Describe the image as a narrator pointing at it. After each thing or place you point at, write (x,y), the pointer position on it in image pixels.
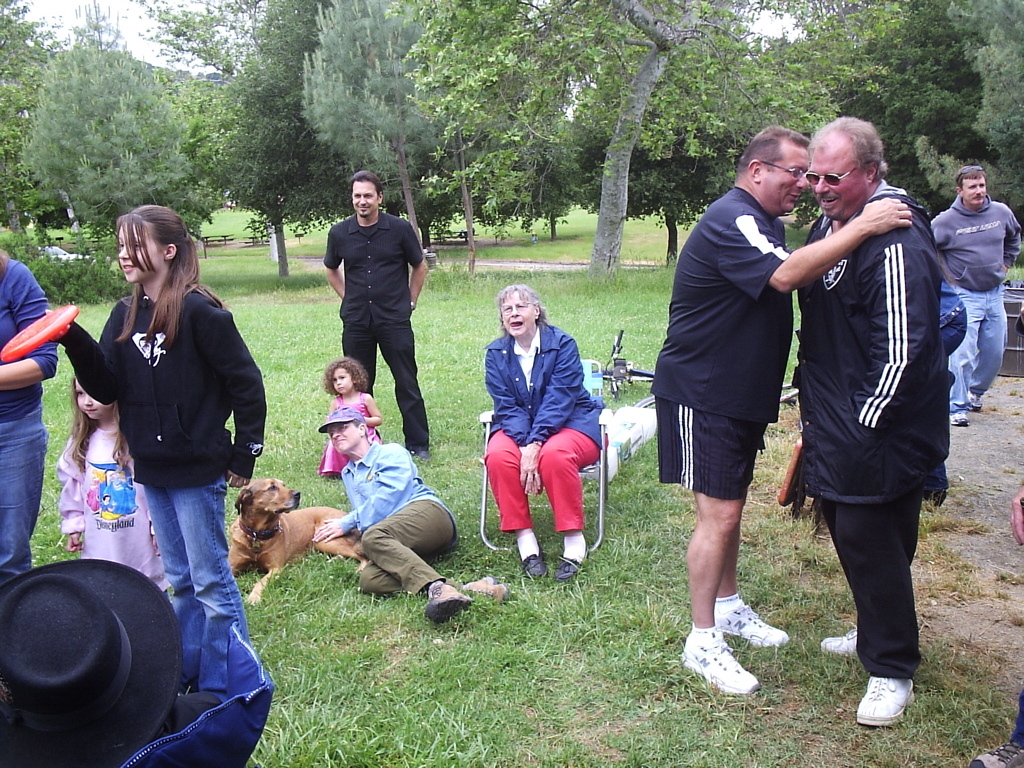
This image is clicked outside. There are trees (526,174) on the top (502,231) and there is grass (633,576) all over the image. There are so many people (830,365) in this image, some of them are standing and some of them are sitting. There is a dog (261,539) in the middle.
